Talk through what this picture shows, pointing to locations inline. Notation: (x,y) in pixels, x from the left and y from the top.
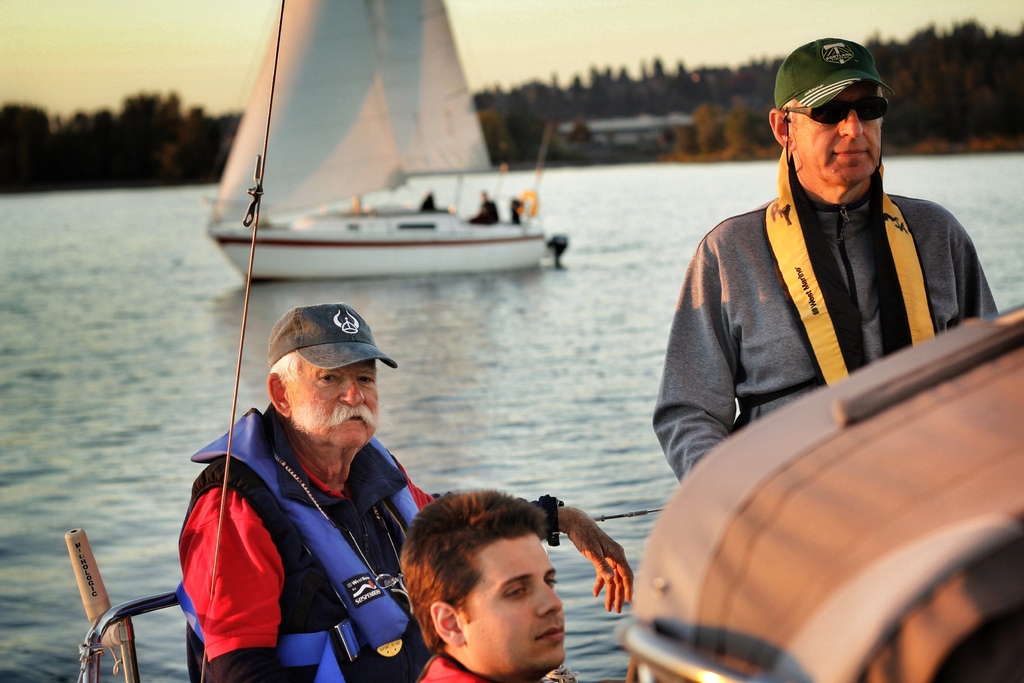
In this picture I can see 3 men (517,512) in front (799,145) and in the middle of this picture (396,324) I see the water (271,321) on which there is a boat (326,113), which is of white and red in color. In the background (900,105) I see number of trees (708,87) and I see the sky (485,17).
